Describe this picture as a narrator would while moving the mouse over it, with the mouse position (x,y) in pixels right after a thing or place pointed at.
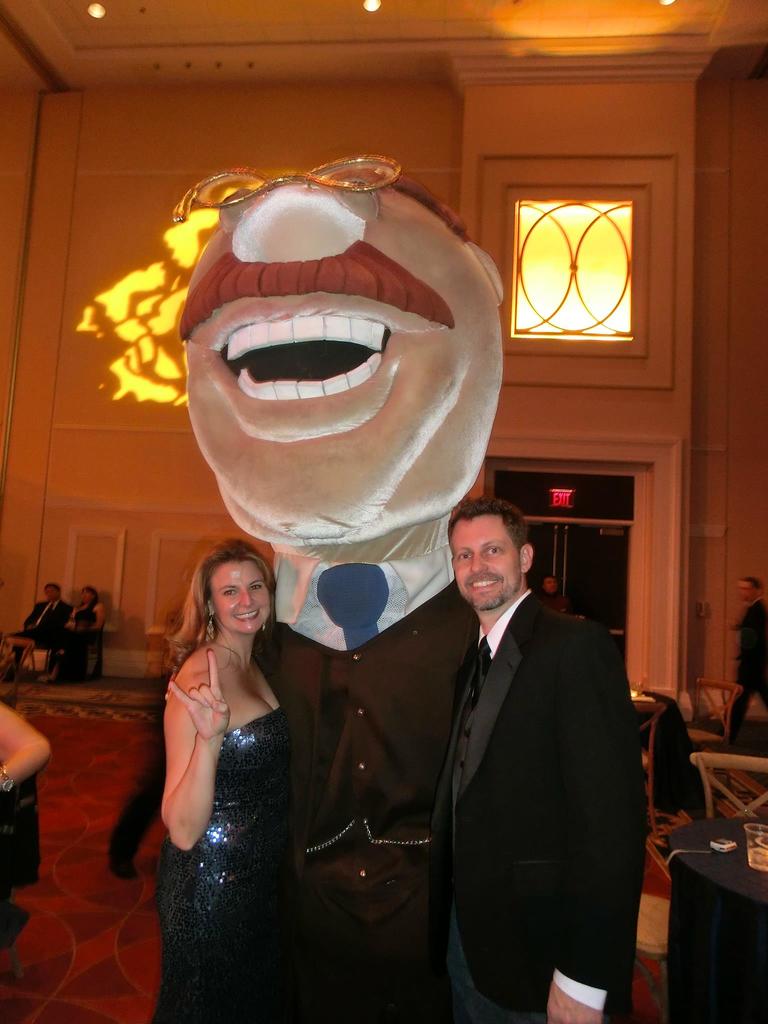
In the picture we can see a man (485,551) and a woman (183,638) standing near the doll (399,746), a man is wearing a black blazer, tie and shirt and woman (228,730) is wearing a black dress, in the background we can find woman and man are sitting near to the wall (76,399) just beside to them there is a doors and ventilator (551,285).
